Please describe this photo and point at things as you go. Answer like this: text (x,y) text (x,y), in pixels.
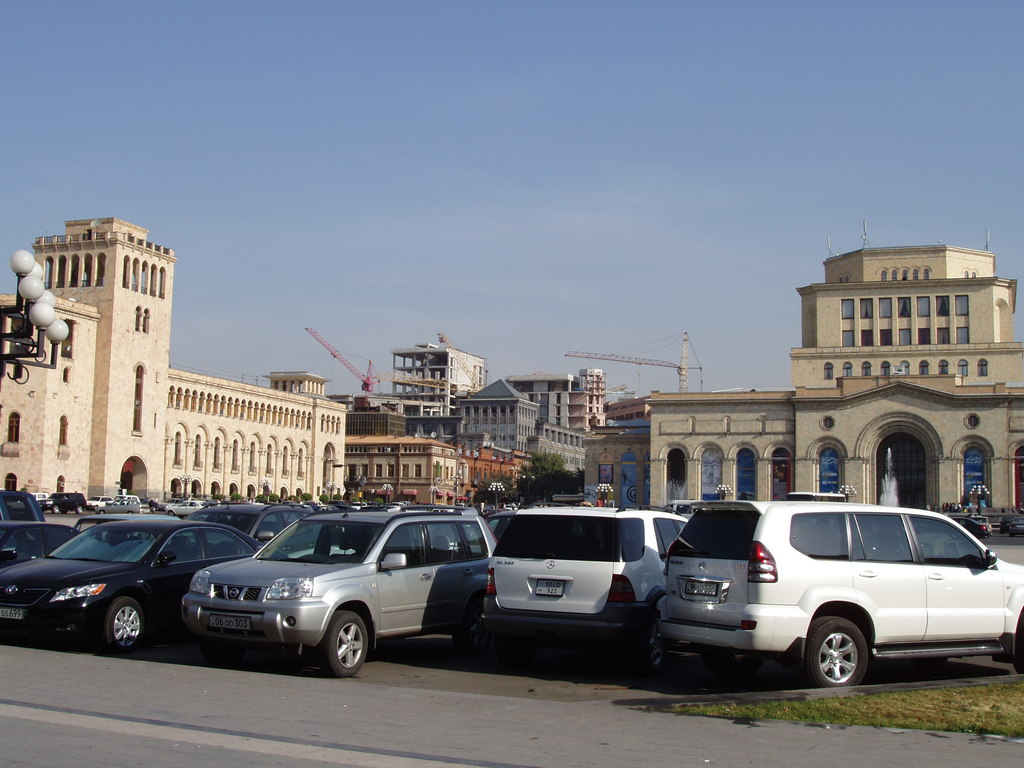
In this image we can see many vehicles (280,580) on the road (449,699). In the background (243,447) we can see the buildings (404,426) and also three cranes (371,371). We can also see the lights (27,280) on the left (31,320). At the top (325,113) there is sky (478,65). Water fountain (890,499) is also visible.
